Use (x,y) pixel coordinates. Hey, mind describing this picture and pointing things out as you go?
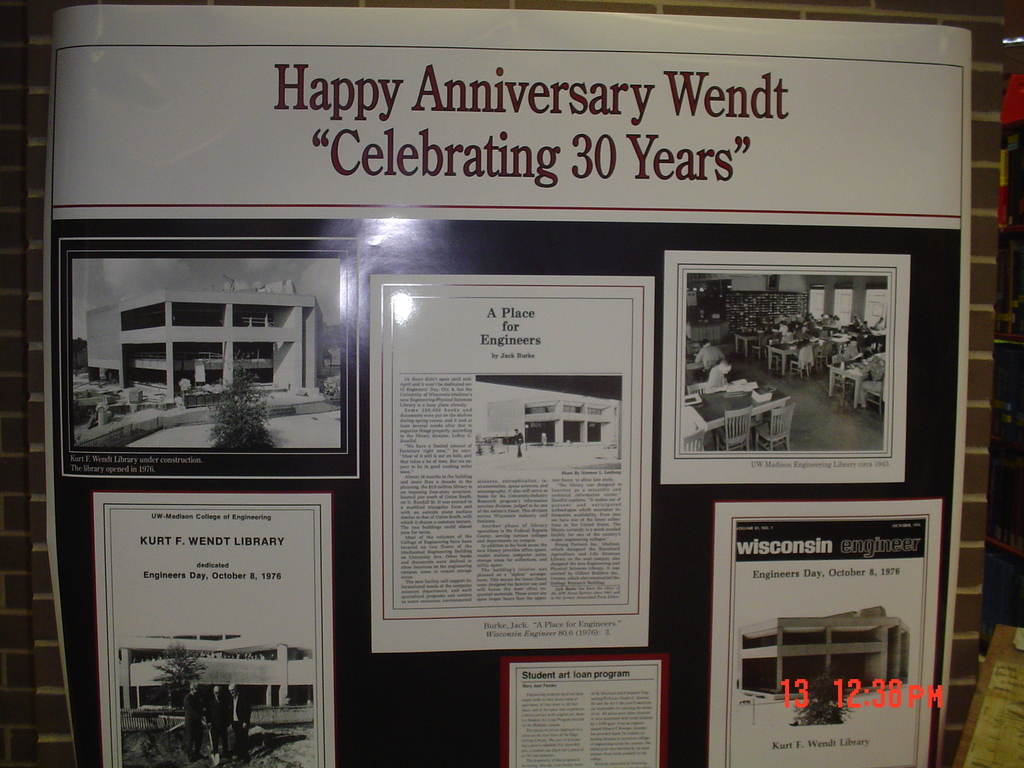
In this picture we can see a poster (126,60) on the wall (981,382) and on this poster (642,359) we can see six posters (422,473) and on these posters (853,710) we can see buildings (232,349), chairs (797,367), tables (781,344), trees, some people (240,729) and some text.
